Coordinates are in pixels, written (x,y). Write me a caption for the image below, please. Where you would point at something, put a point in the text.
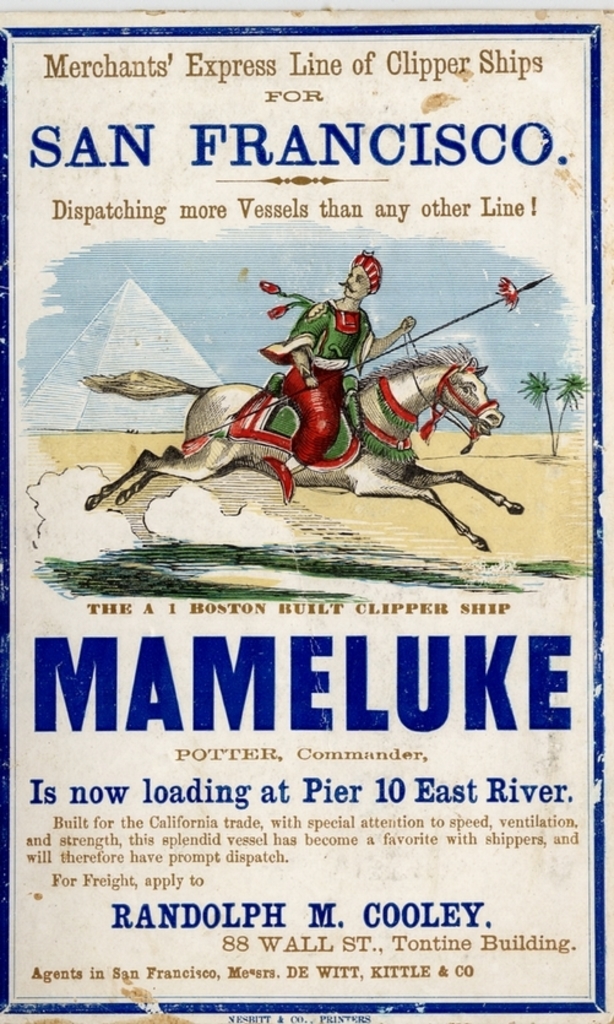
This is a paper (279,547). In this picture we can see the painting (314,354) of a person (336,339), horse (244,463), mountain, trees (539,391). In the background of the image (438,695) we can see the text (109,671).
